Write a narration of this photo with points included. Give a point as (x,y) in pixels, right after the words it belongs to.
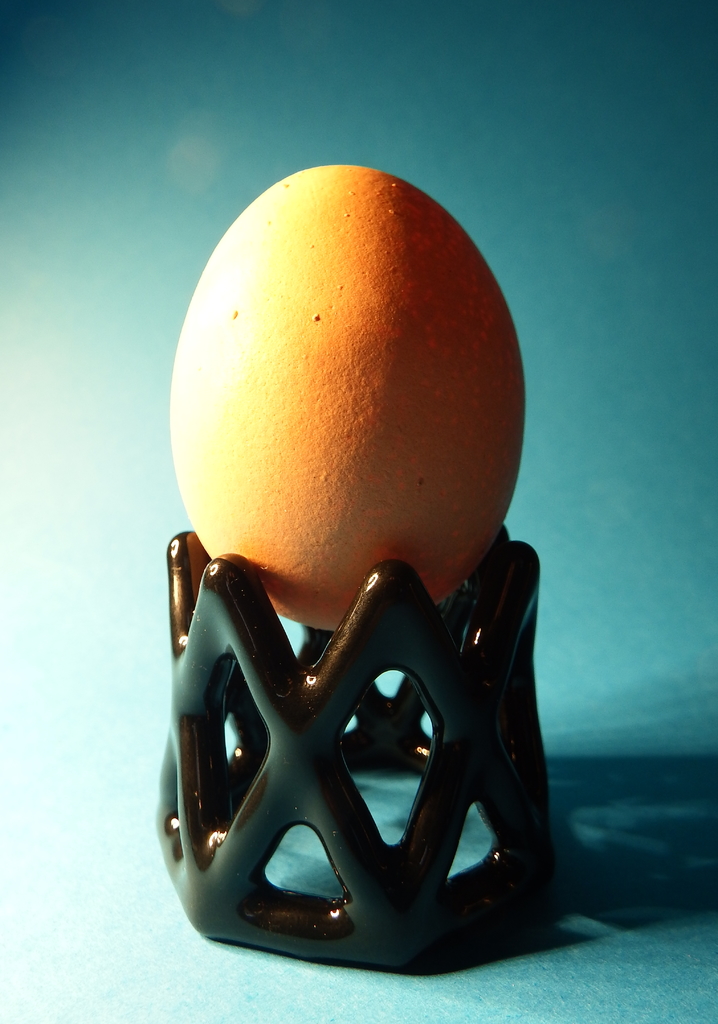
In this image, we can see an egg (418,442) on object (213,751).
